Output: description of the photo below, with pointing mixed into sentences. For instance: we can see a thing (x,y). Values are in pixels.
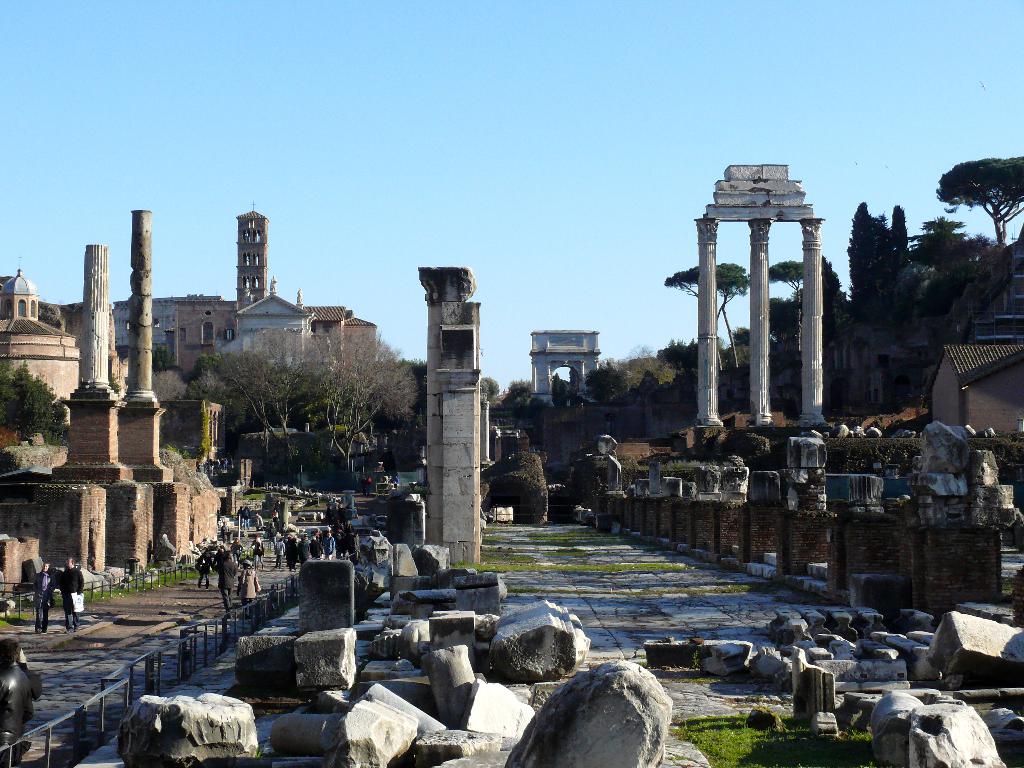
In the foreground of this image (480,665), there are stones (499,668), pavement (218,657), monuments (763,387), trees (356,405), persons (326,547) walking on the pavements (156,642), few buildings (302,317) and the sky (518,48).
